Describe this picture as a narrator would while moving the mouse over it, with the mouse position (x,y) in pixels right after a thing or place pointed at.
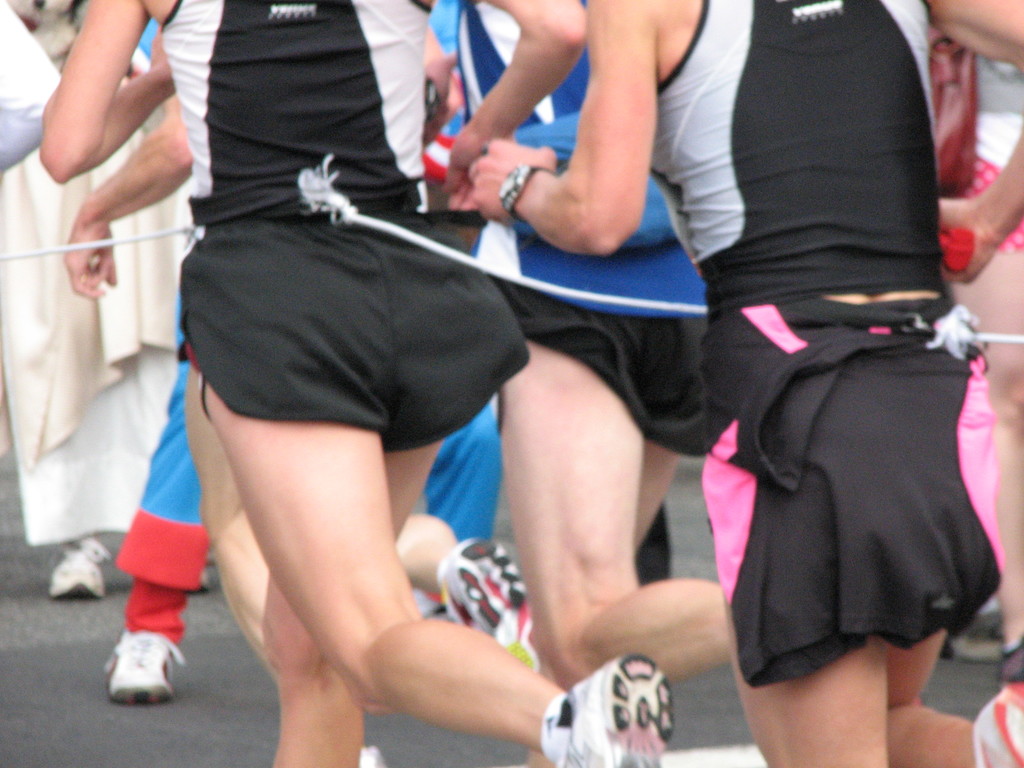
In this picture we can see the hands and legs (384,705) of the people (501,706). We can see the road (115,726) and a rope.
